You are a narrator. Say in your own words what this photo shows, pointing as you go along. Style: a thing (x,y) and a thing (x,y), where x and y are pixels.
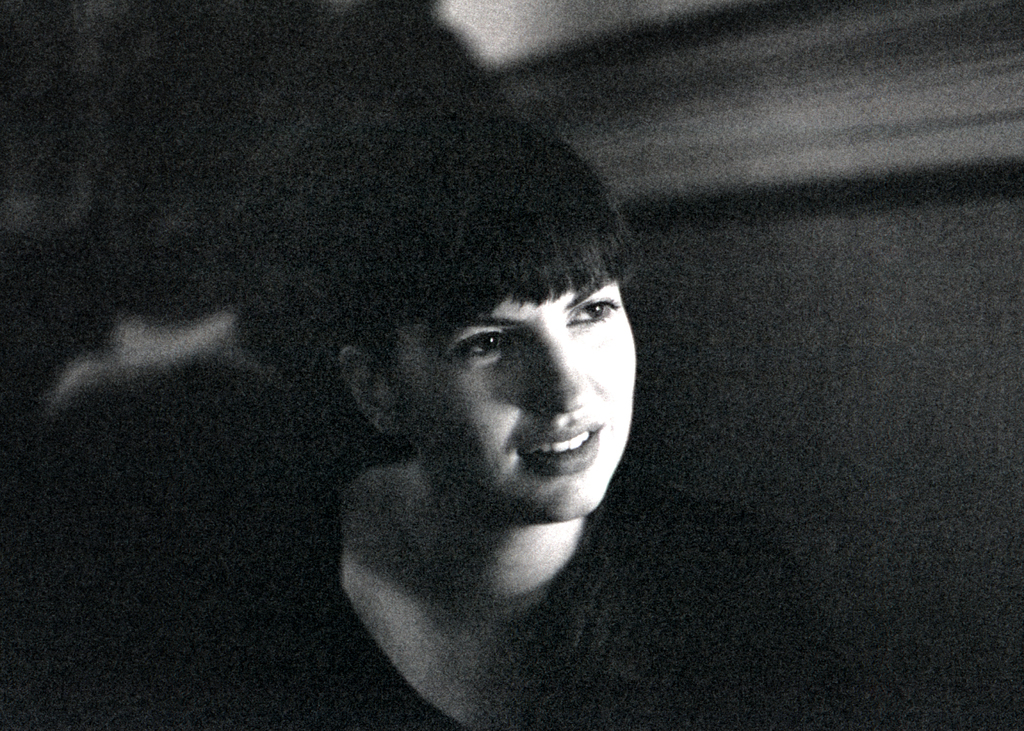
In the image a woman (473,199) is standing and smiling.
